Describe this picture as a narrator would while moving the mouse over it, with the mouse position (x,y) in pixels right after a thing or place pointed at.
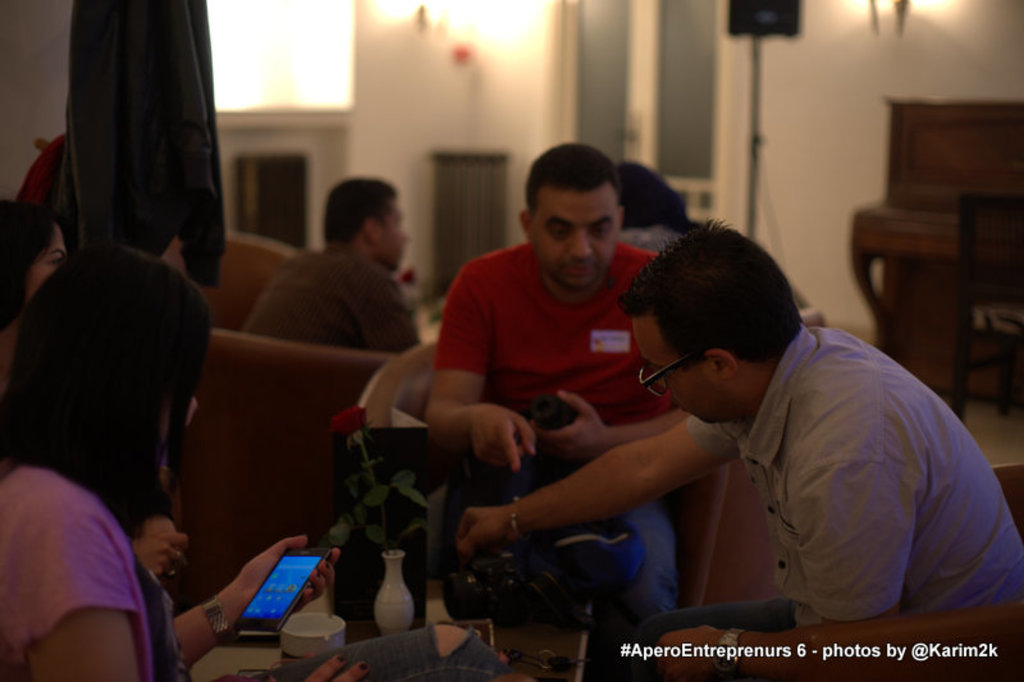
In the image we can see there are people (821,356) who are sitting on chair (729,516).
